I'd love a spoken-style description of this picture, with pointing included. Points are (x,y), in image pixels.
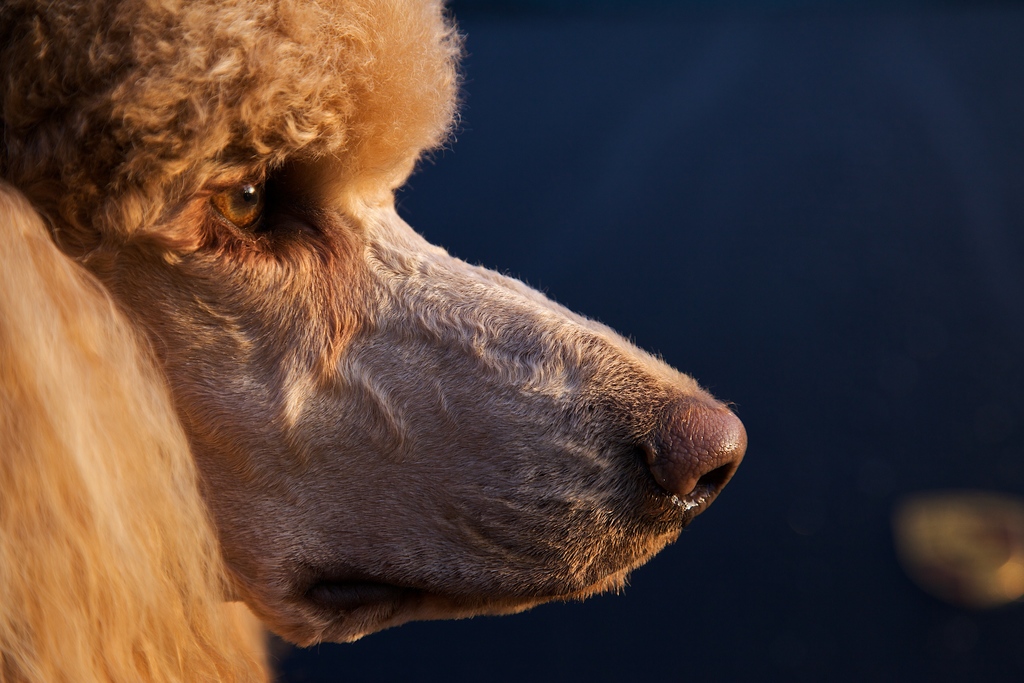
This picture describe about the close view of the brown color dog (177,273) seen in the image.
